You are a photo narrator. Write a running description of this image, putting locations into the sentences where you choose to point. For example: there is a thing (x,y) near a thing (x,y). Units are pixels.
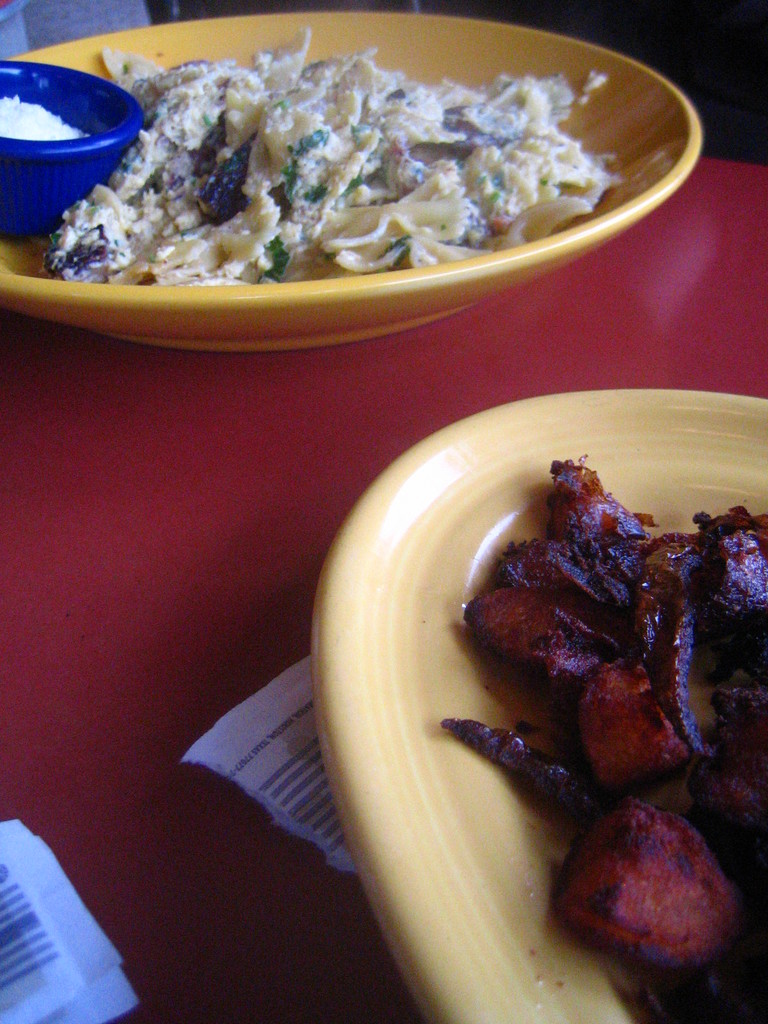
In this image we can see serving plates (269,302) with food (274,139) on them and placed on the table (180,712).
